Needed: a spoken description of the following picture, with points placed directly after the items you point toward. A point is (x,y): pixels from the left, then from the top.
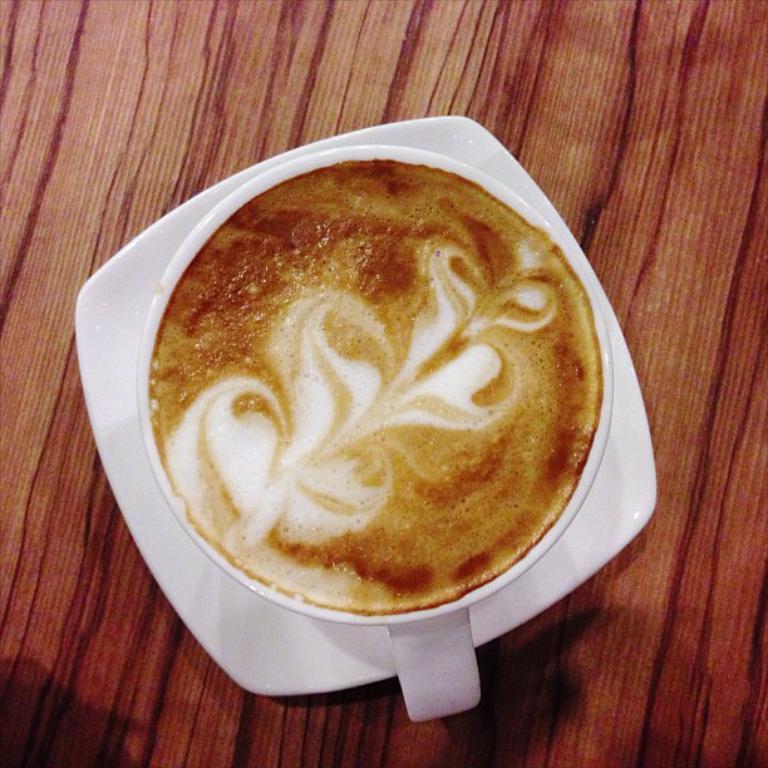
In this image I can see the brown colored surface (177,85) on which I can see the white colored saucer (133,297) and a white colored cup (215,220) and in the cup (309,313) I can see the coffee (341,310) which is brown and white in color.
